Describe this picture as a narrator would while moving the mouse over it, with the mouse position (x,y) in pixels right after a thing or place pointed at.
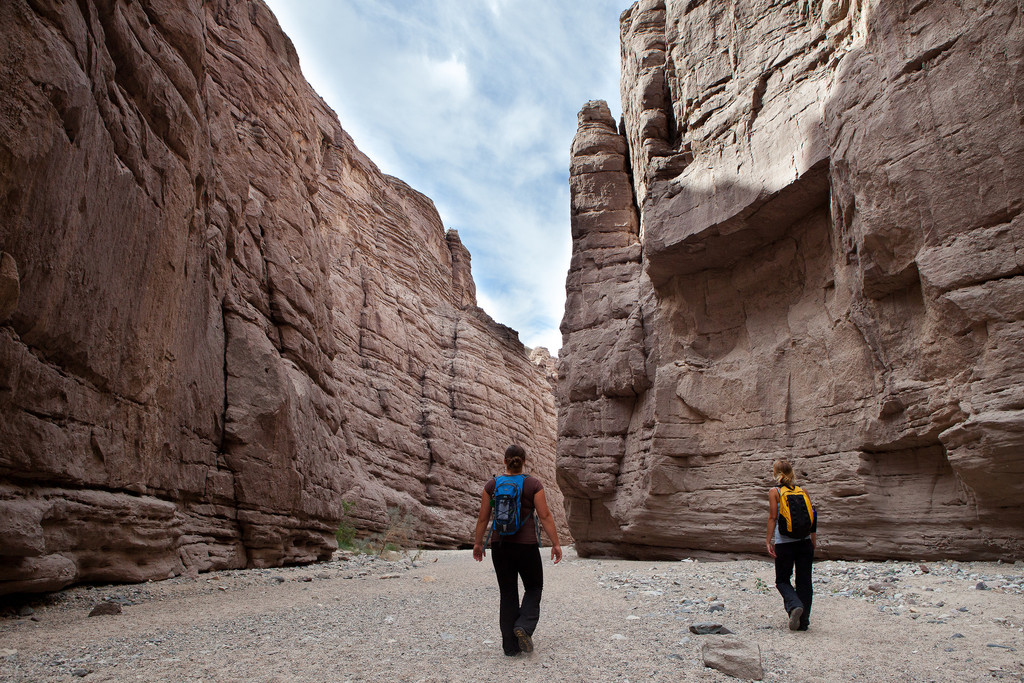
This image consists of two women (530,597) walking. At the bottom (342,652), there is ground (371,645). In the background (403,357), there are mountains (572,398) and rocks (500,379). At the top (467,106), there are clouds (376,106) in the sky (360,93).
